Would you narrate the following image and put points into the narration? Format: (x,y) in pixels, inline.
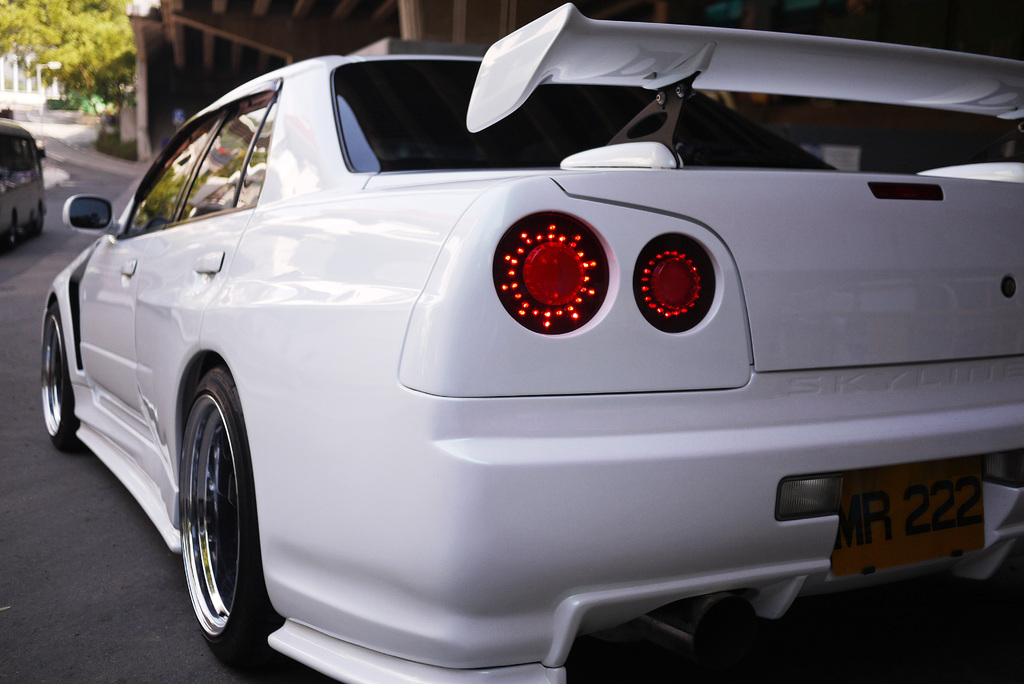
On the right side (947,243), there is a white color vehicle (707,383) on a road (137,606). In the background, there are trees (93,94), a flyover (216,34), another vehicle (20,126) and a building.
